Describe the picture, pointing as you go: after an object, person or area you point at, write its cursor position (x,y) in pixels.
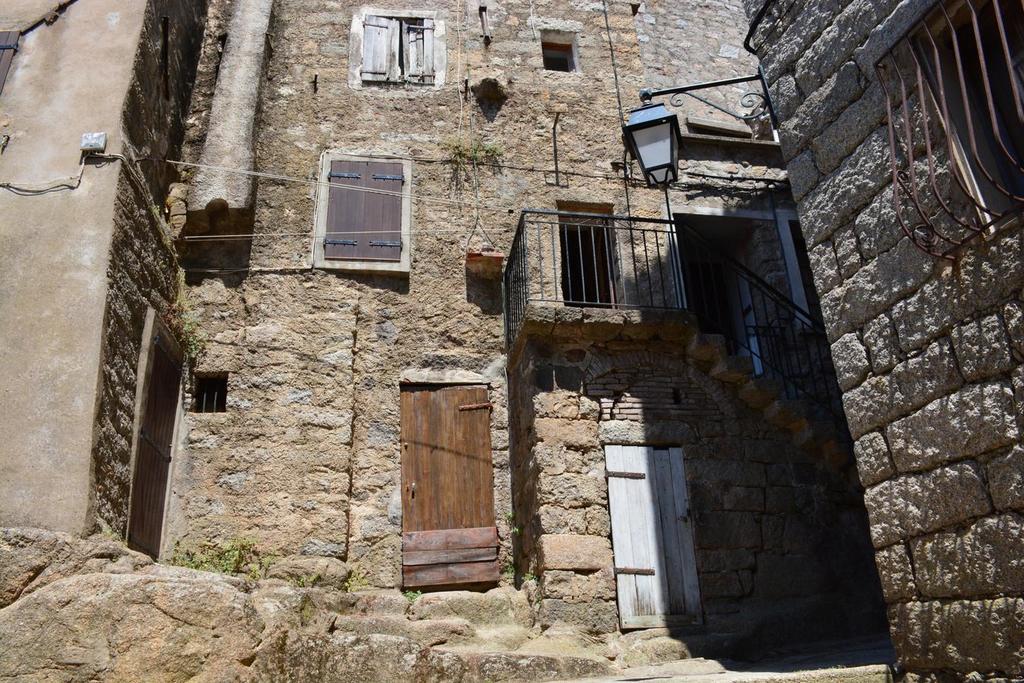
There is a building (427,381) which has two wooden doors (474,502) and windows (376,180) to it and there is a staircase (702,302) in the right corner (705,332).
